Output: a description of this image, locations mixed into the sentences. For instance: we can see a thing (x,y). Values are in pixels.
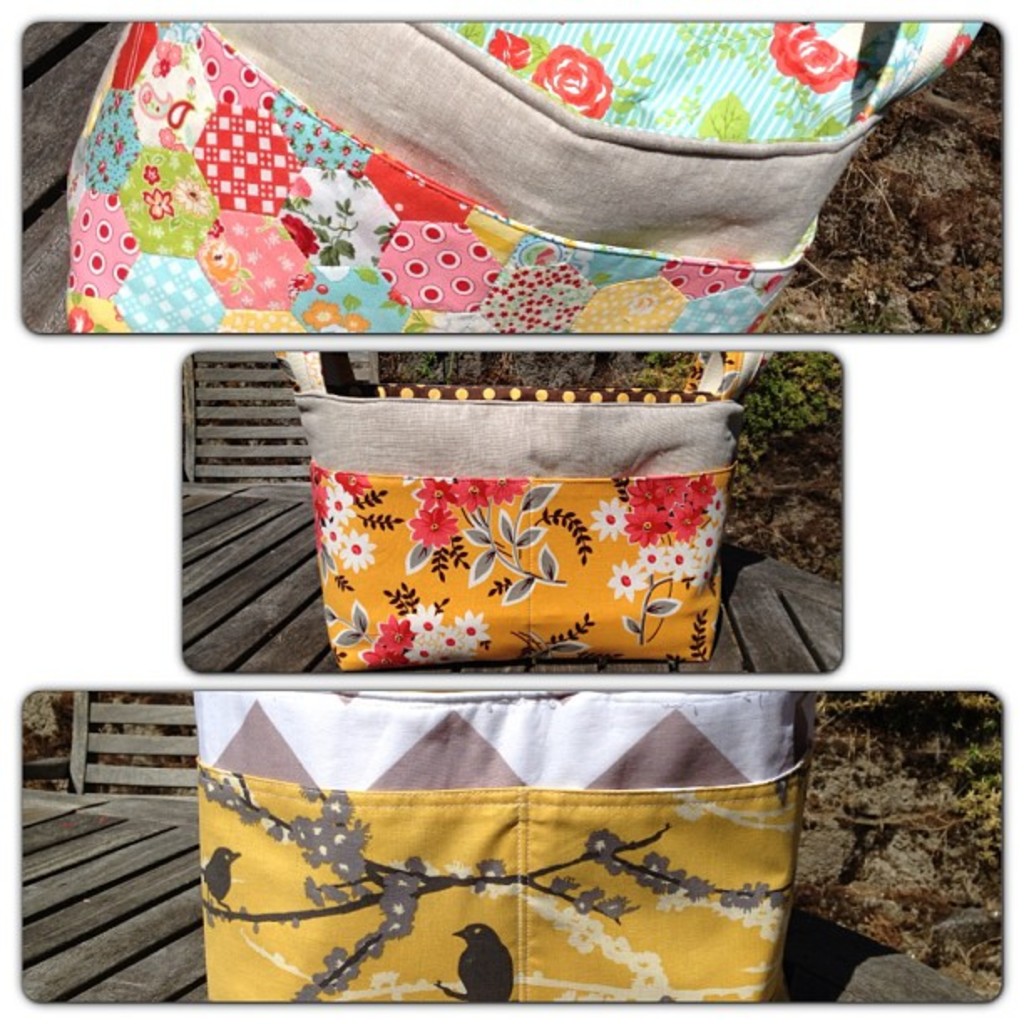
In the image we can see there is a collage of three pictures in which there are bags (618,720) which are beautifully printed. In the bottom (465,811) the bag (380,958) is in yellow colour printed beautifully and in between there are red and white colour flowers (681,494) printed on the bag (464,388) and on top (230,198) there are colourful, different multicolour patches (280,240) of a bag (356,228) which are printed on it.
